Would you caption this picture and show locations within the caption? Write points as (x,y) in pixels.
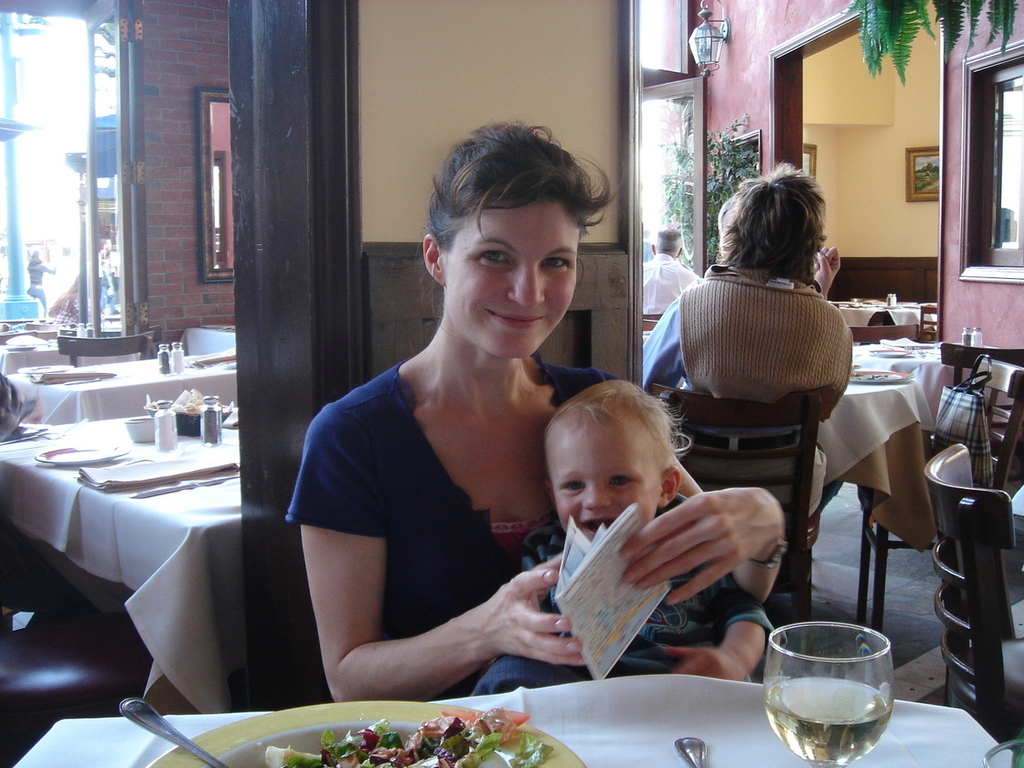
In the image we can see there is a woman (531,604) who is sitting on chair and there is a baby (620,511) in her lap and behind there are people (731,267) who are sitting on the chair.
